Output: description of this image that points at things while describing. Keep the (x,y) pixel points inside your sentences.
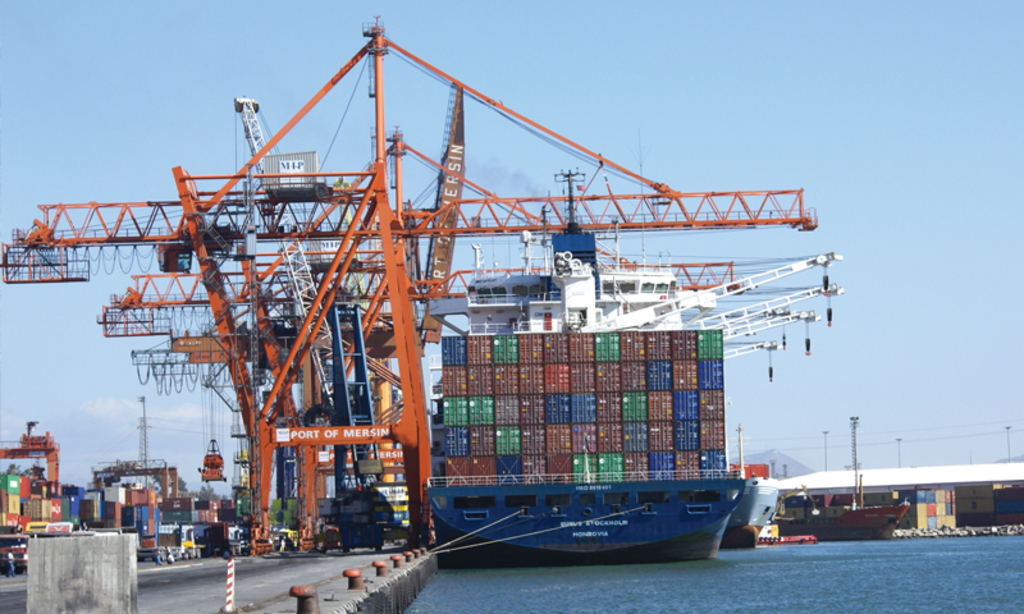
The image is taken from the port (400,453) beside a sea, there are very big cranes (325,261) and many goods (552,376) on the ship (701,482) and the quay (312,572) beside the sea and in the background (818,479) there is a building (990,464) and some other ships (761,505).
